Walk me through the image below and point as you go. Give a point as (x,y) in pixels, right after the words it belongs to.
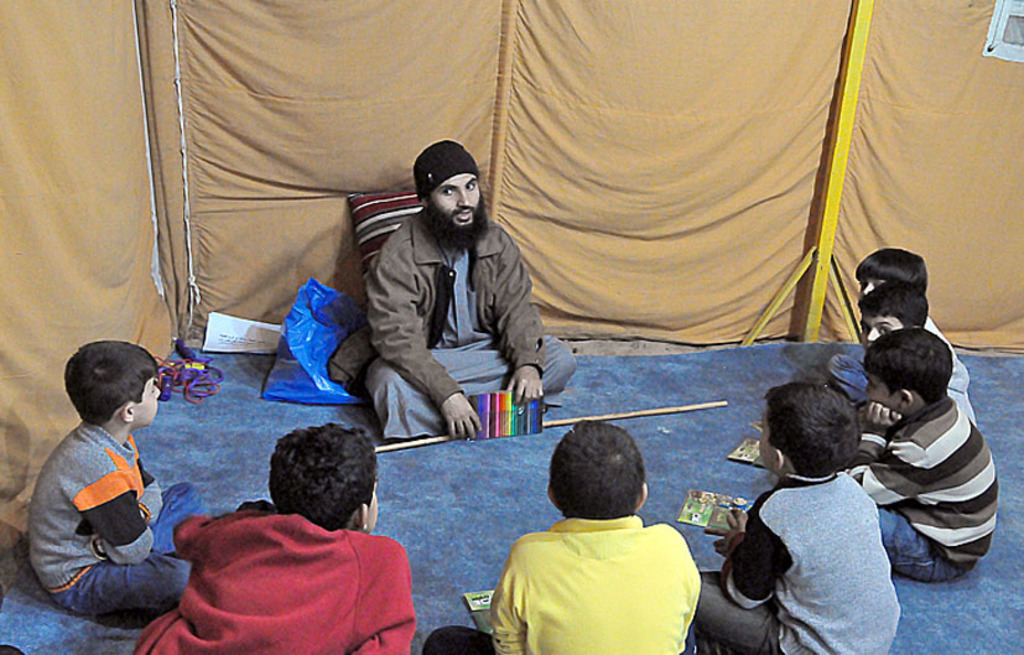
This image consists of eight people (369,611). In the back (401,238), there is a man (383,298) wearing a brown jacket (433,328) and black cap (462,154) is sitting on the floor (232,483). And there are seven boys (507,597) sitting in front of him. At the bottom (234,501), there is a floor mat (409,497) in blue color. In the background (924,88), we can see the curtains (730,195) in brown color. And there are books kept in front of the boys (513,551).
